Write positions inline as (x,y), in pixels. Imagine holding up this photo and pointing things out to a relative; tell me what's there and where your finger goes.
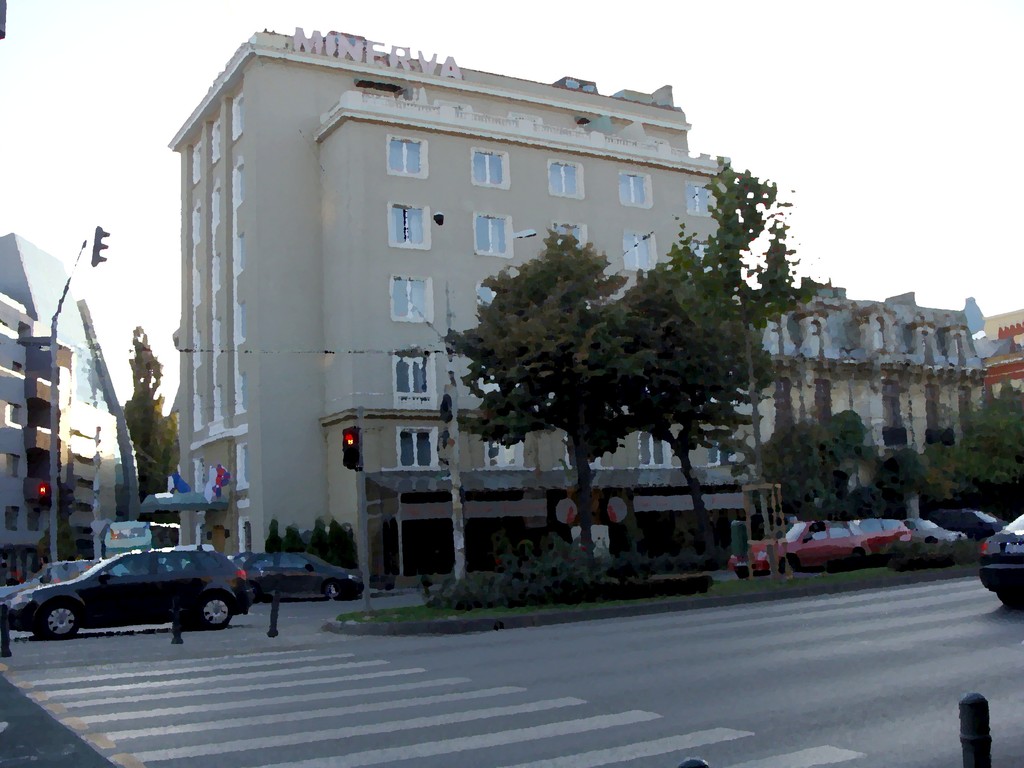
This edited image is clicked on the road (651,636). There are vehicles (931,540) moving on the road (691,674). On the divider (604,580) there are plants (604,580) and grass (777,587). Beside the road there are traffic signal poles (357,456), street light poles (451,380) and trees (908,471). In the background (393,228) there are buildings (303,389). At the top (628,50) there is the sky (92,128).
